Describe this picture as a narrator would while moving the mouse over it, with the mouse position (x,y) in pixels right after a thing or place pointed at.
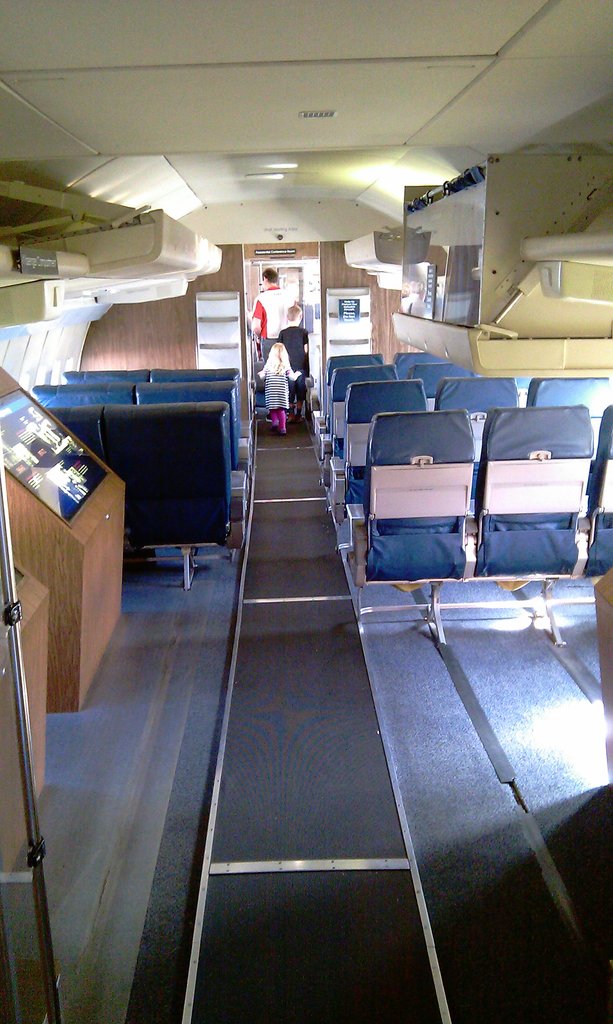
As we can see in the image there are chairs (481,552), screen (11,433) and few people (297,326) walking over here.
